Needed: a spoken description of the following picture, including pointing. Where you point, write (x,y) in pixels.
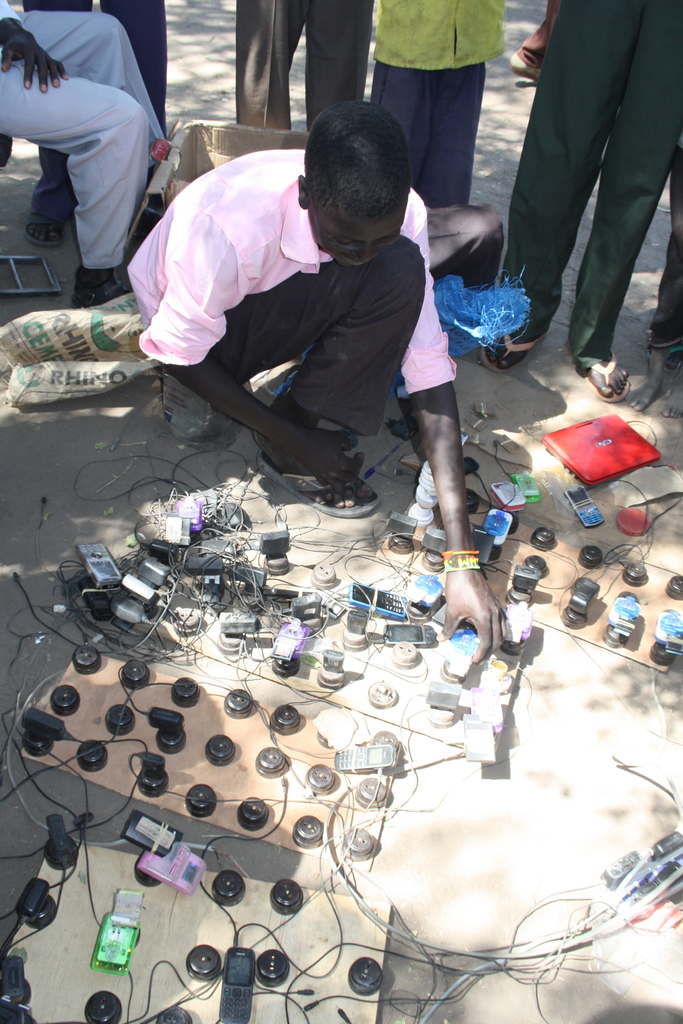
Here in this picture we can see a group of men (214,316) sitting and standing over a place (462,398) and in front of them we can see cable wires (263,632) and chargers (243,632) and all other electrical equipments (576,607) present on the ground (544,694) and we can also see mobile phones (587,524) and some covers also present.
